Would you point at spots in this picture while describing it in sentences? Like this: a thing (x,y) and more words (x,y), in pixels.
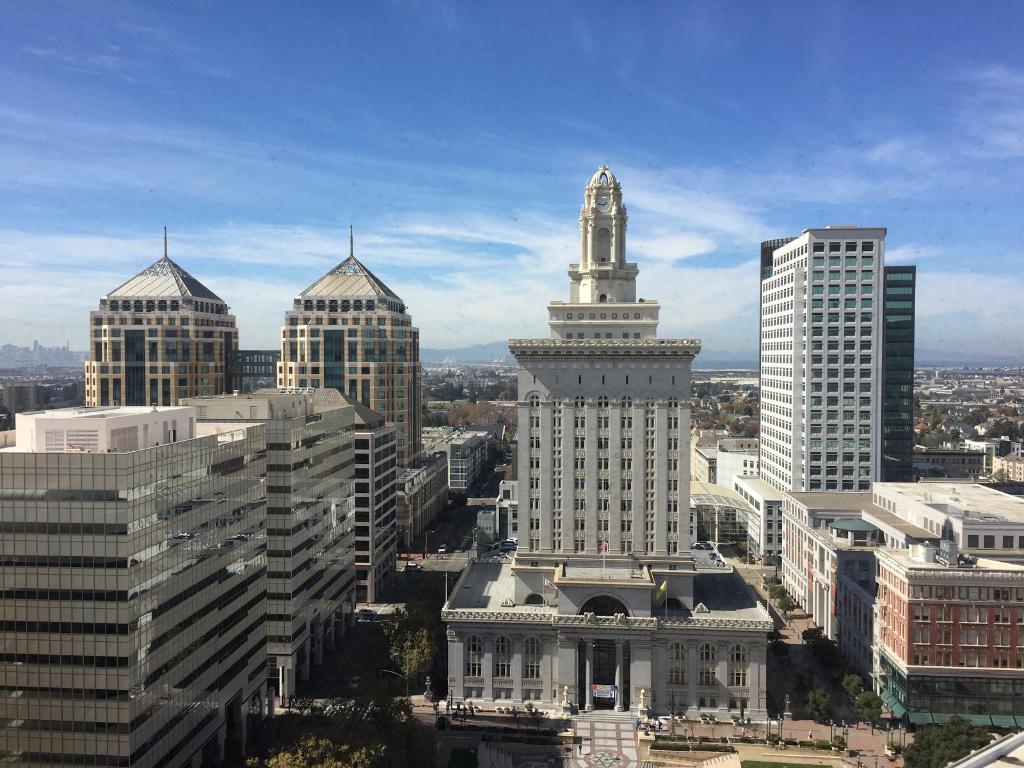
In this image we can see buildings (583,447), trees (379,746), road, vehicles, sky (379,84) and clouds (25,255).
